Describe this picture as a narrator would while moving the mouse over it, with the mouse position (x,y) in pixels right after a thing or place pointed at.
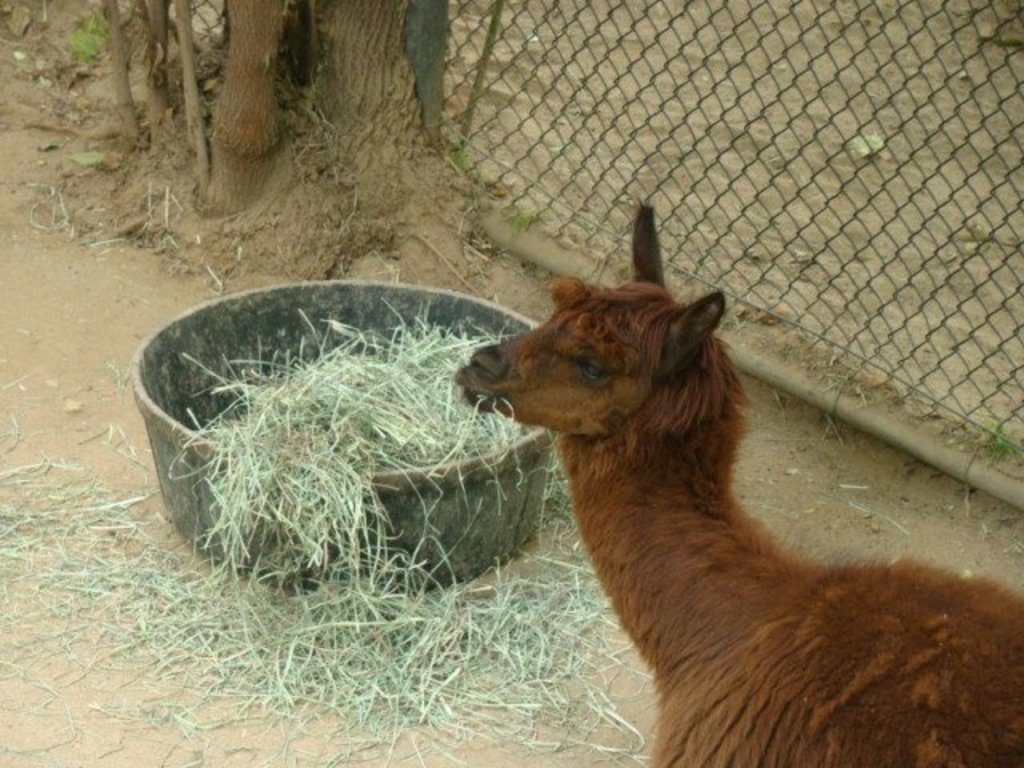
In the image there is an animal (555,420) grazing the grass (403,368) kept in a bowl (185,344) in front of that and on the right side (863,105) there is a mesh (775,98) and in front of the mesh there is a tree (304,85).
